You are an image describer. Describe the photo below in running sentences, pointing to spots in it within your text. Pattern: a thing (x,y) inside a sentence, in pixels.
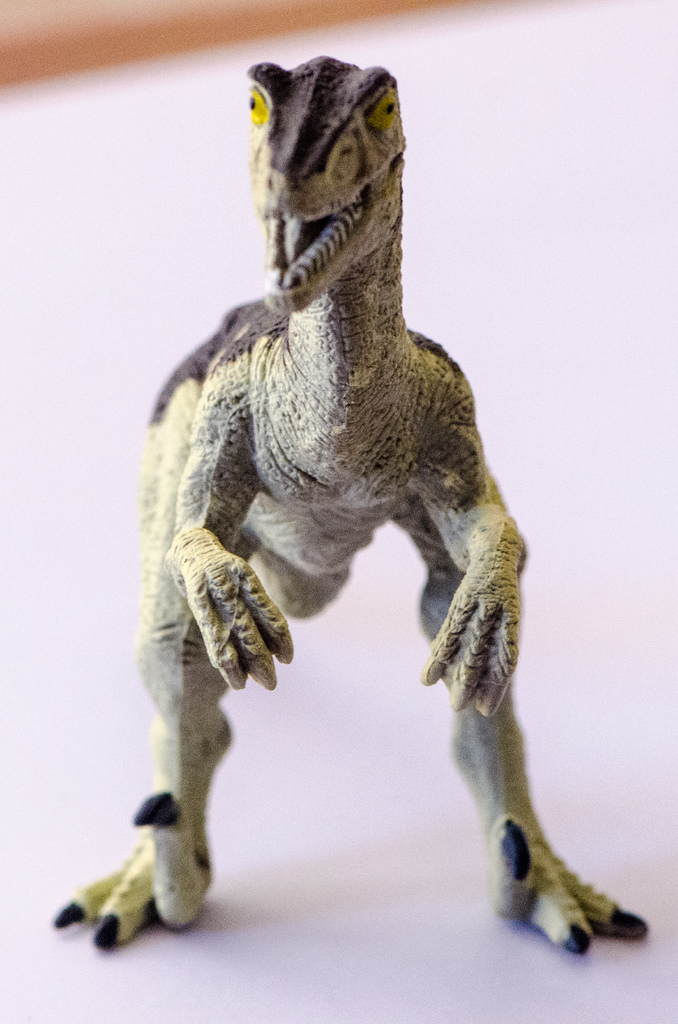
In this image we can see a dinosaur toy (385,455).
